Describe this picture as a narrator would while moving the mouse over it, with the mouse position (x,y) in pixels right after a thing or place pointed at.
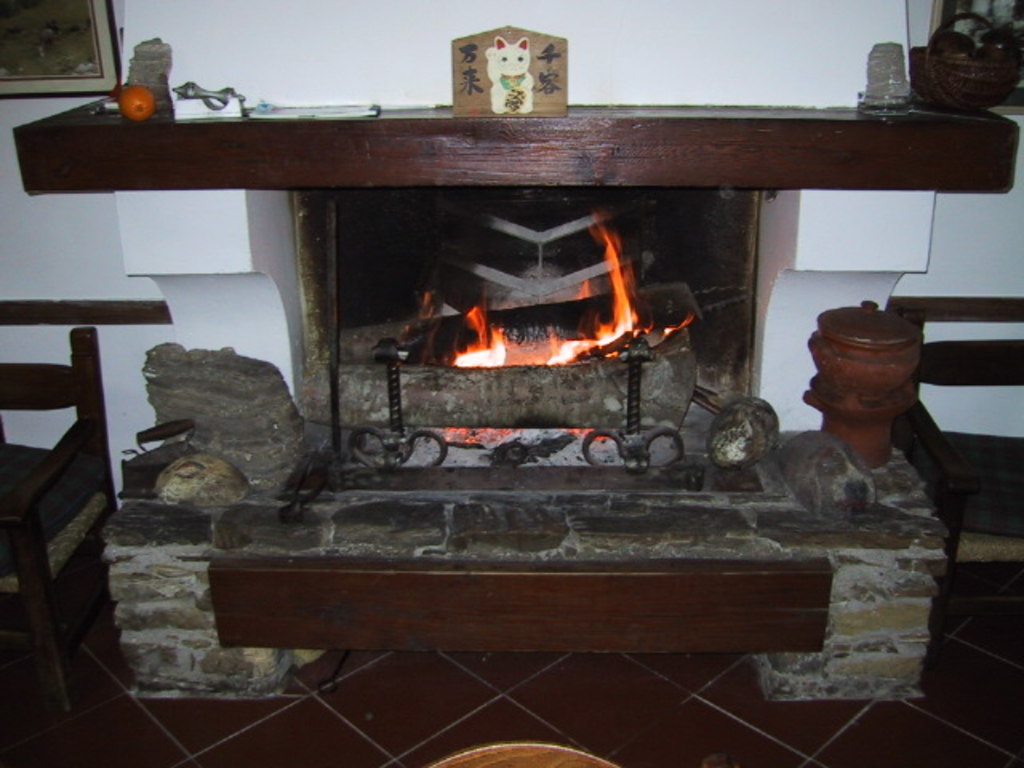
In this picture we can see two chairs (1012,445) on the floor (383,764), iron box (148,487), stones (377,494), fireplace (516,363), frames (2,49) on the wall (512,5), basket (1010,67) and some objects (143,114).
